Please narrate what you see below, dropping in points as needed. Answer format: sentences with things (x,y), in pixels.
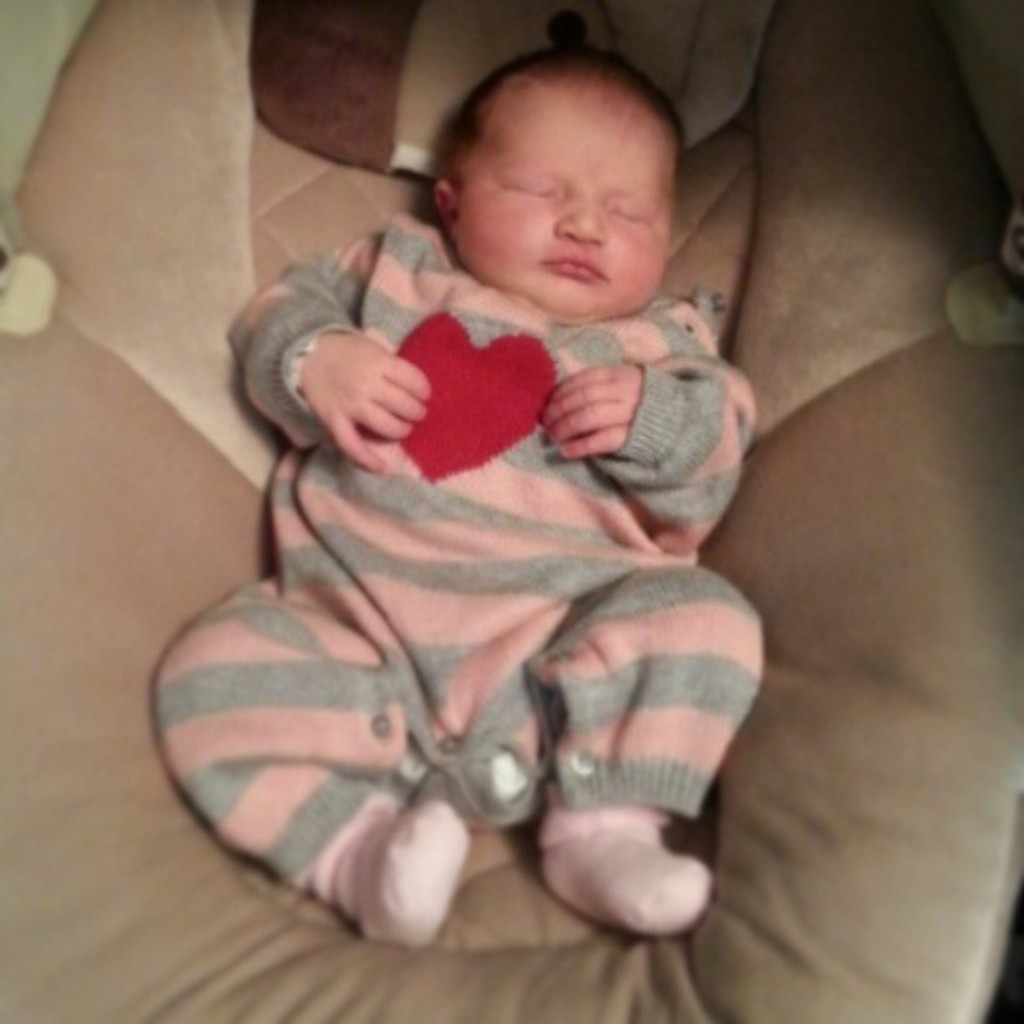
In this image, we can see a baby (501,579) is sleeping on the baby couch (683,957).
